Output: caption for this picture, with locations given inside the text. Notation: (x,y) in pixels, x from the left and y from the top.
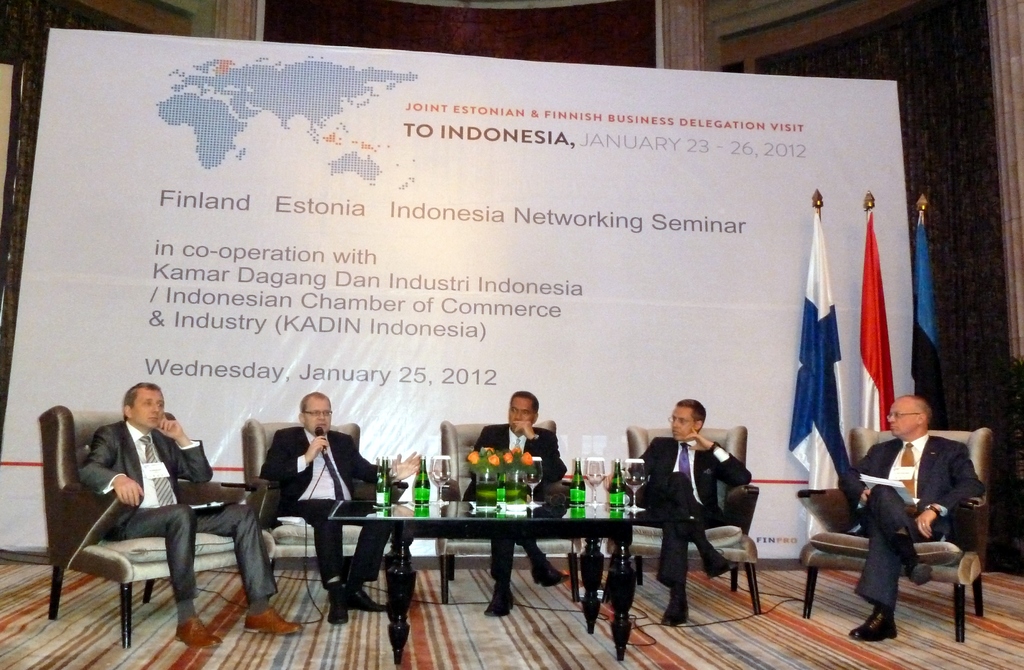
The picture is taken in a conference. In the foreground of the picture (269,505) on the stage (1002,592) there are people (663,474), chairs (291,543), mic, cable (307,531), table (460,517), bottles (613,504), flowers (515,466), glasses (536,479) and other objects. In the center of the picture (543,277) there are flags (877,281) and a banner (322,215). In the background (401,44) it is a building (510,41) and there are curtains (946,57).
